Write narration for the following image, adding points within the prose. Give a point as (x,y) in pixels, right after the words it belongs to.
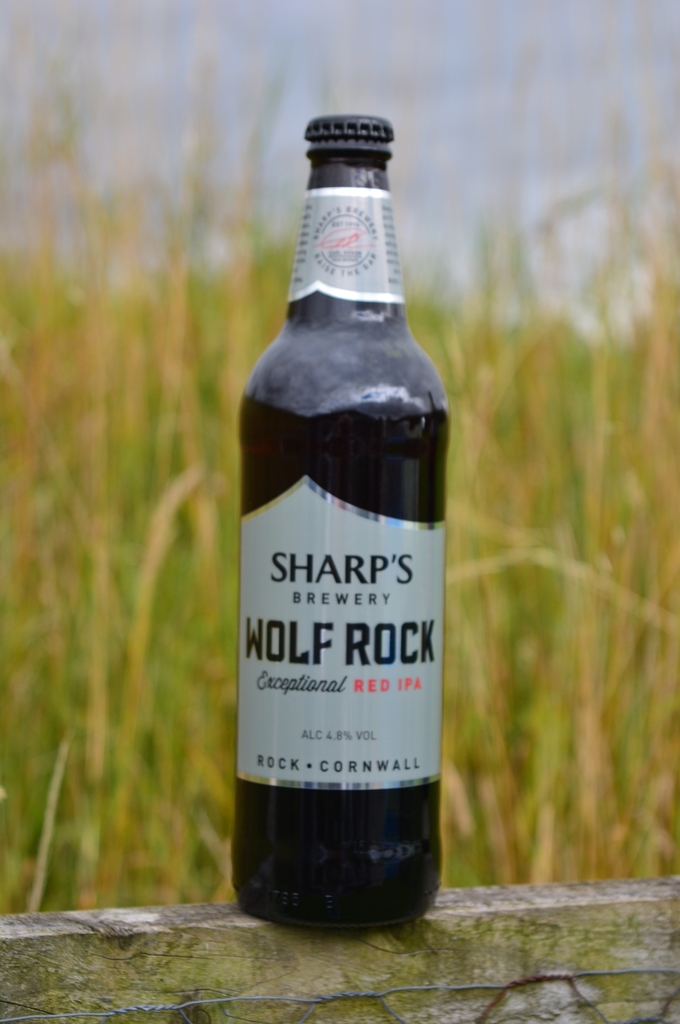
In this image there is a glass bottle (258,619) with labels (315,650) to it, and in the background (370,8) there is grass (673,509), sky (370,8).
